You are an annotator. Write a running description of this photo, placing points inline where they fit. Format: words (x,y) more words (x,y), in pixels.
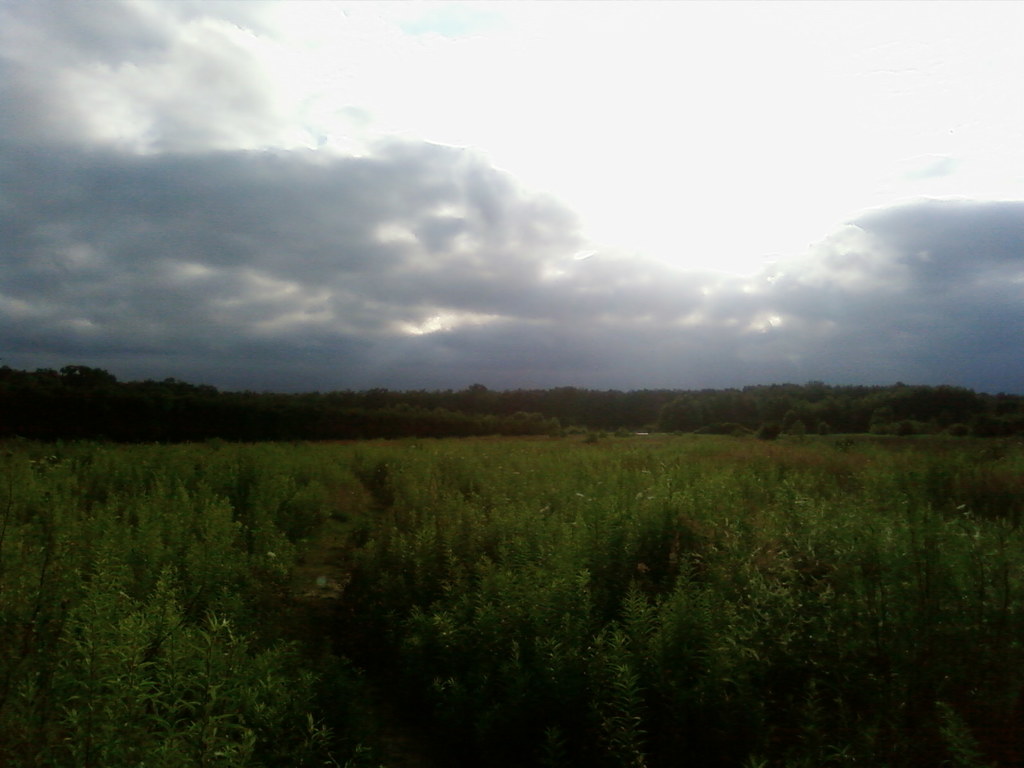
In this image, there is greenery (603,559) at the bottom (889,588). In the background (676,408), there are trees (814,391) and the sky (572,250).
